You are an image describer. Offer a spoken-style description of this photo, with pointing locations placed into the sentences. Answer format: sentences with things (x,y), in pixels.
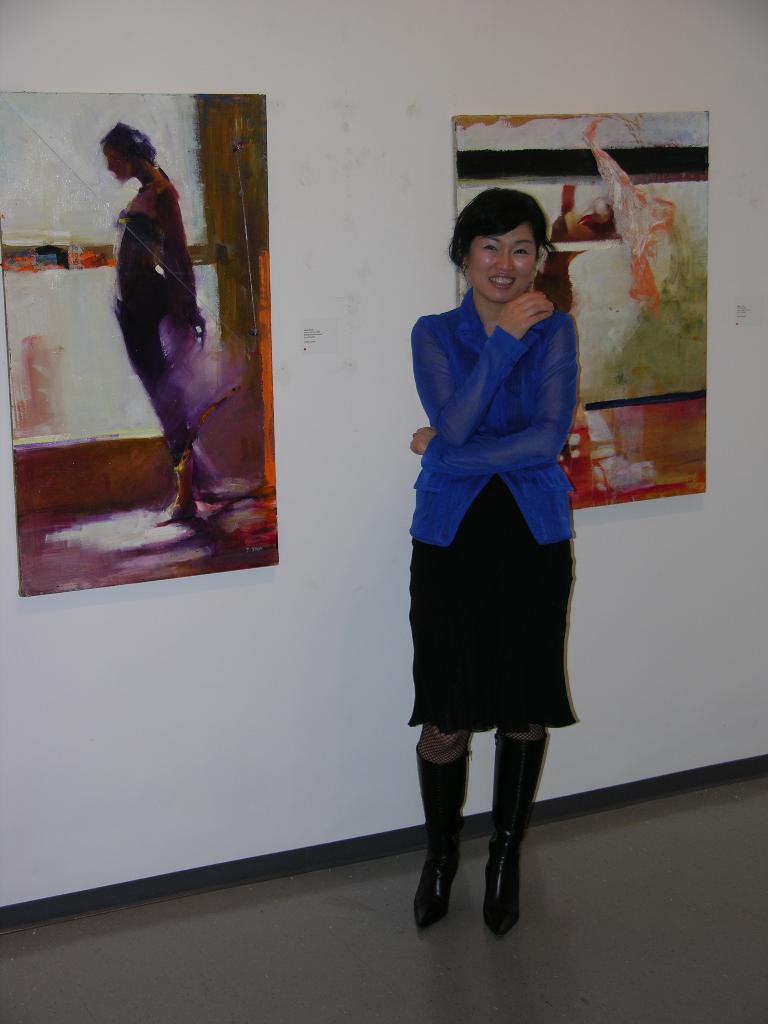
There is a lady (432,402) standing in the foreground (432,650) and there are paintings (65,365) in the background area (187,205).
